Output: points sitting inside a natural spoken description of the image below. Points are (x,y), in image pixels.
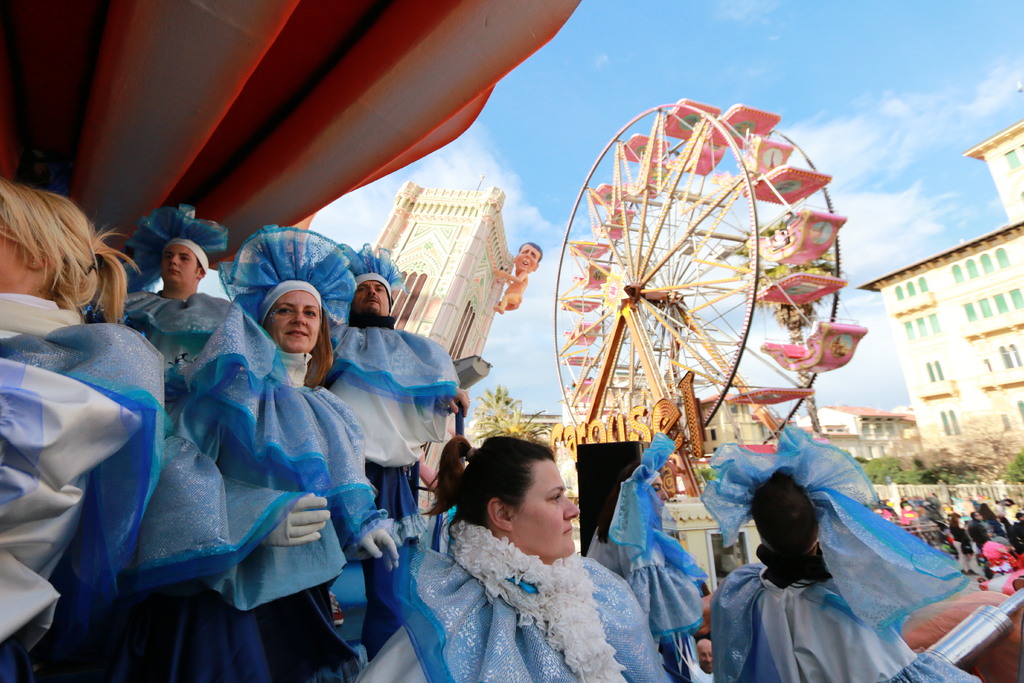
In this picture we can see a group of people (623,651), giant wheel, some objects (665,416) and a statue of a man (530,258). In the background (519,350) we can see trees (986,477), buildings (958,331) and the sky (835,376).
